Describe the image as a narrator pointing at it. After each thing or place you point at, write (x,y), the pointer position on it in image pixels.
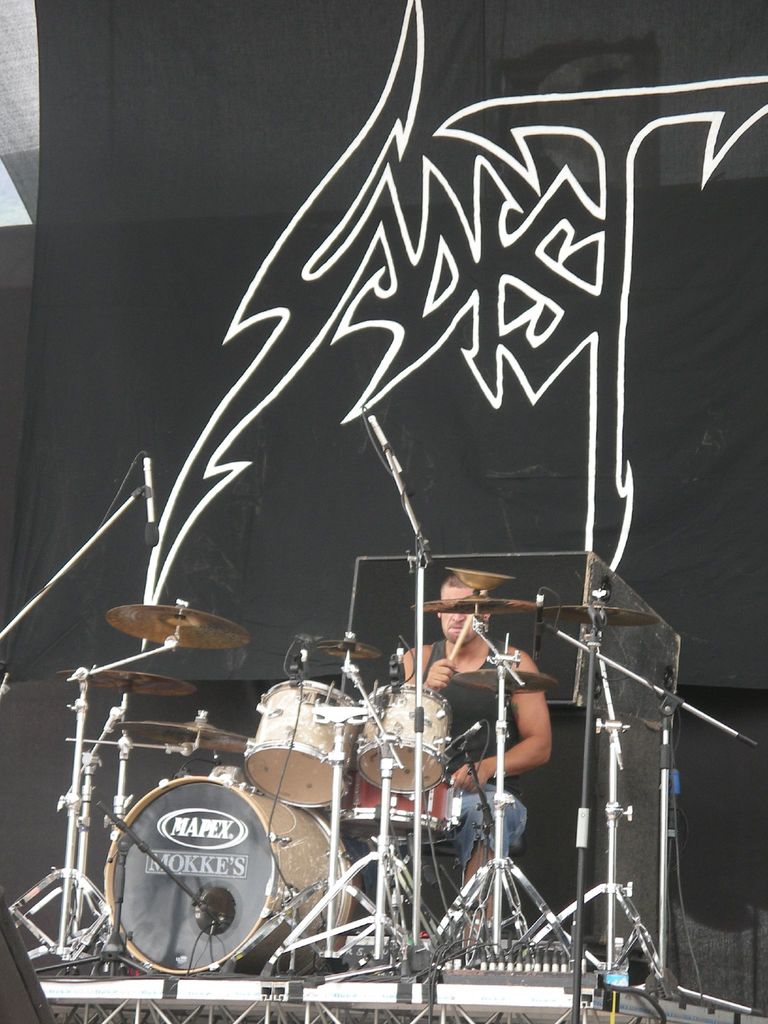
This is a music concert, a person (506,773) who is sitting is playing the drums (305,712) and there is a mic (152,531) placed above the drums (305,722) over here and in the background (451,105) there is a black color cloth (701,353) and there is some symbol (269,317) on that black color cloth (465,301).
